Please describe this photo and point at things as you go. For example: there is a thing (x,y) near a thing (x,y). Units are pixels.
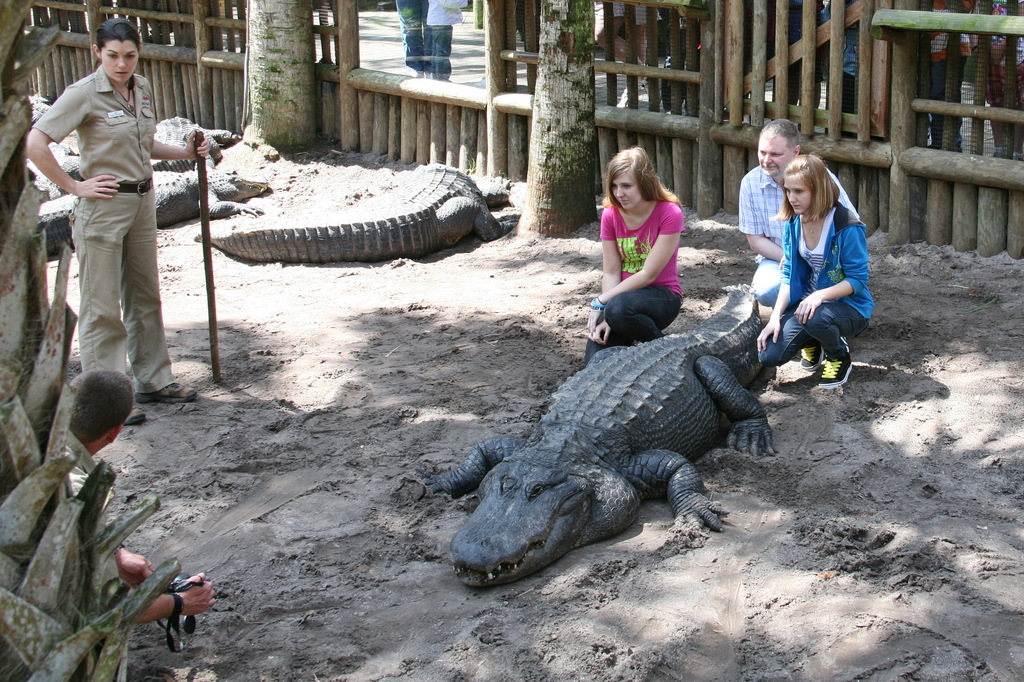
In this picture we can see few people (844,303) and crocodiles (245,194), beside to them we can find trees (8,305) and wooden fence (747,100), in the left side of the image (88,421) we can see a man (185,602), he is holding a camera (175,589).
